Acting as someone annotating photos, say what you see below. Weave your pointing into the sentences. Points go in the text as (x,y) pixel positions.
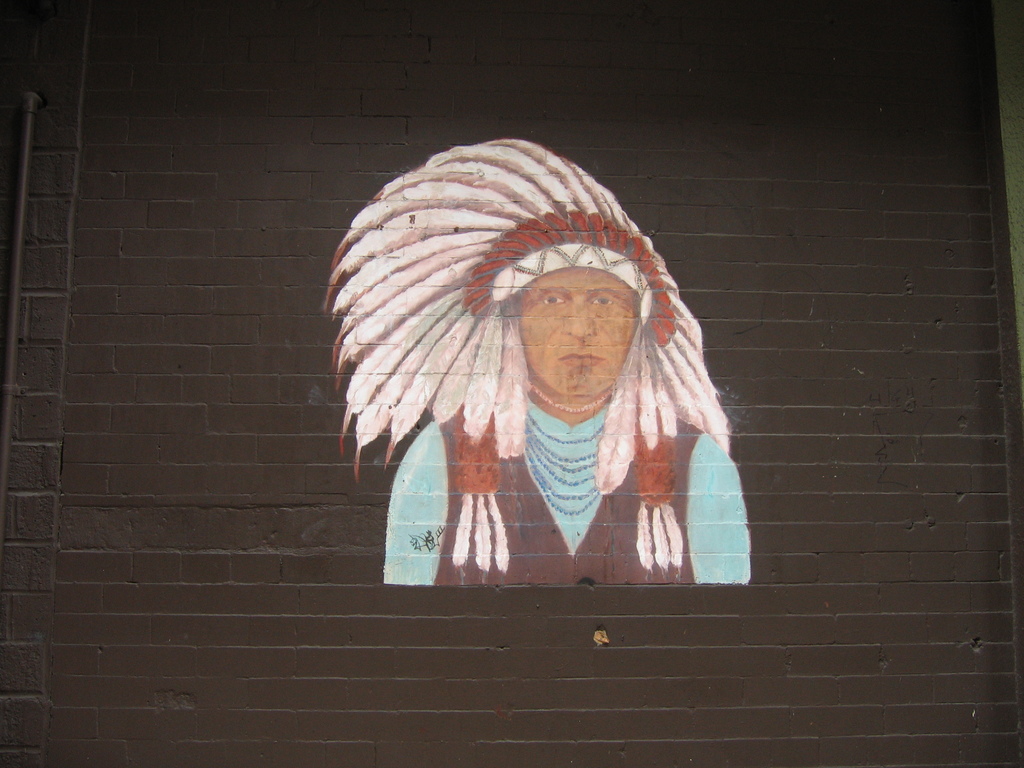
In this image we can see a wall (398,514) on which a painting (580,500) is done.
